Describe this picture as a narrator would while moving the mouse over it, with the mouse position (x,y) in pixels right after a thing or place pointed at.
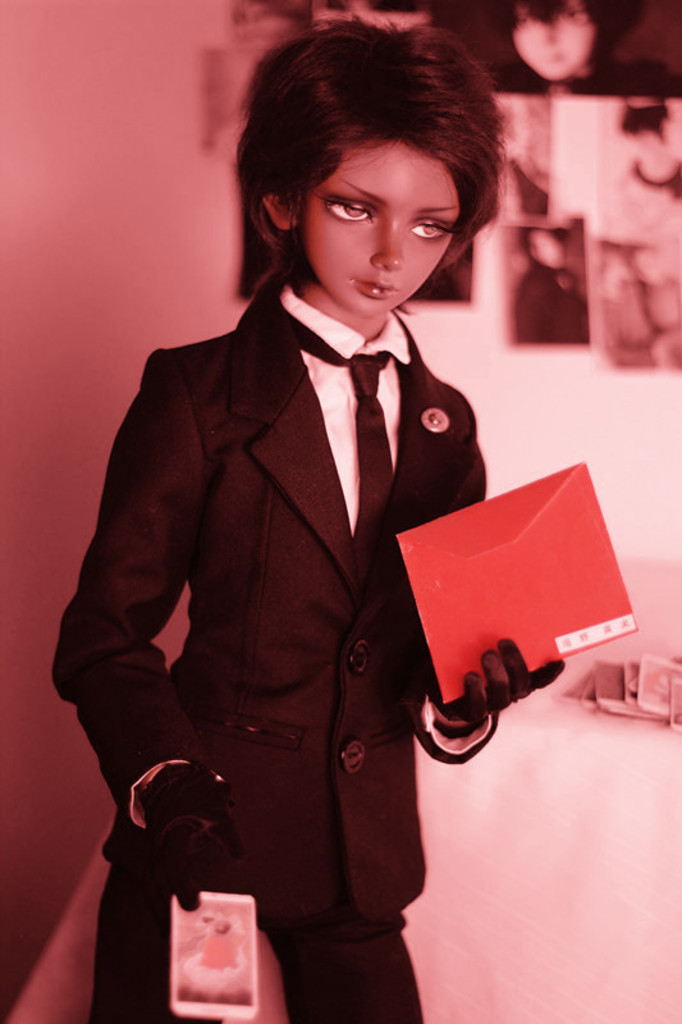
In this picture we can see a doll (341,742) in the front (401,591), in the background (553,396) there is a wall (540,385), we can see some photos (522,209) pasted on the wall (680,461).
